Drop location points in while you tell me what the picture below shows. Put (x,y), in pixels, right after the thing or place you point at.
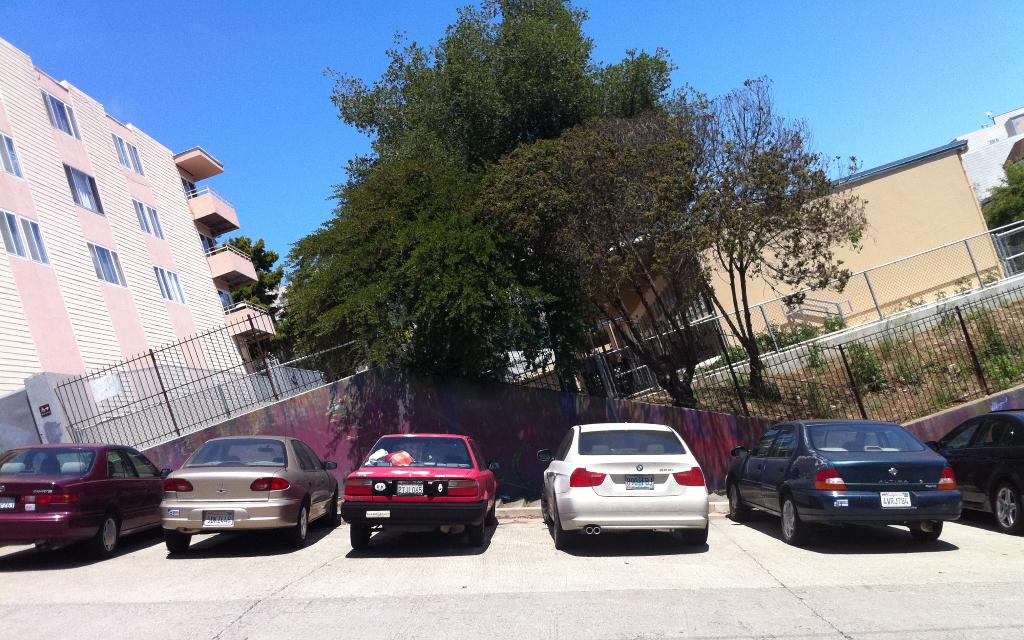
In this image, we can see buildings (180,294), trees (383,279), fences (612,333), boards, plants (792,336) and there are vehicles (420,509) on the road (458,540). At the top (235,79), there is sky (229,141).
